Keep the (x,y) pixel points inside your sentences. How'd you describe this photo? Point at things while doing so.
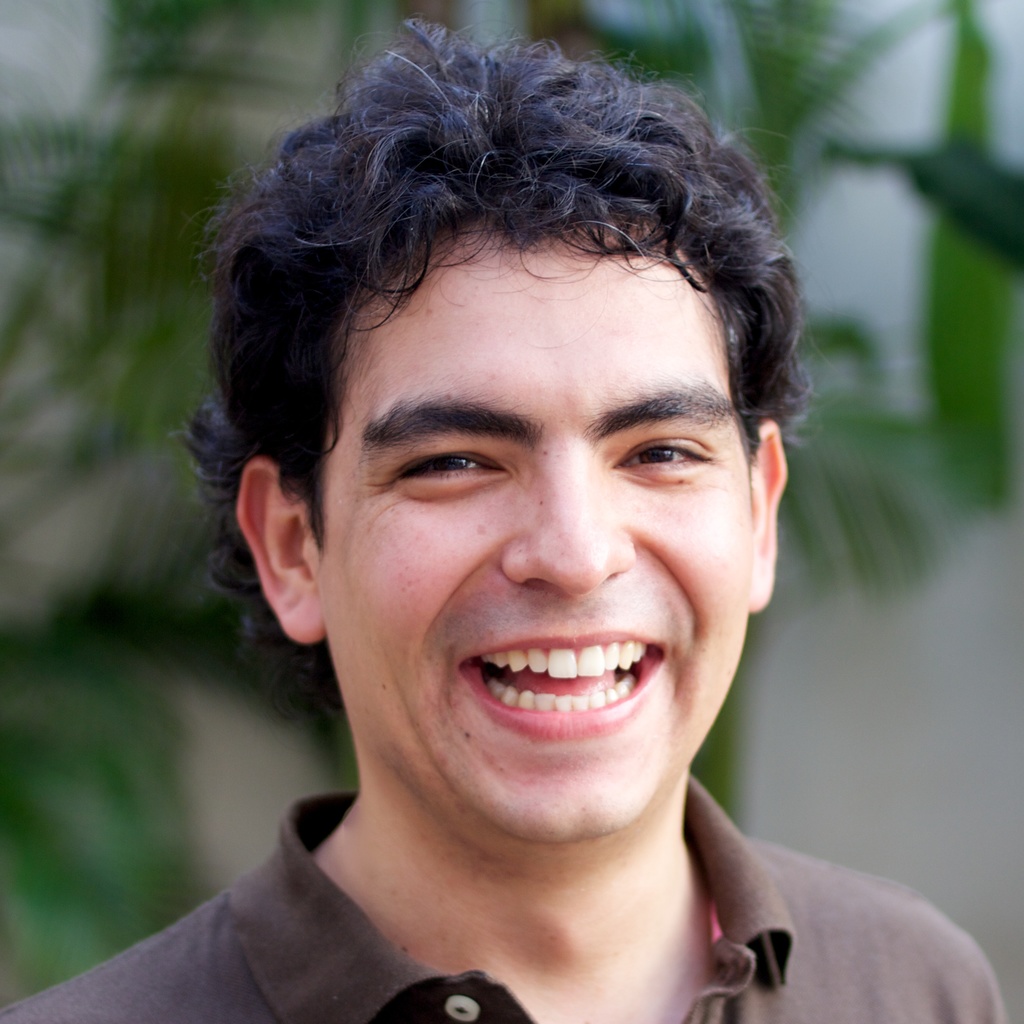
In this image in front (632,464) there is a person (505,695) wearing a smile on his face (411,641). Behind him there are trees (973,470).
